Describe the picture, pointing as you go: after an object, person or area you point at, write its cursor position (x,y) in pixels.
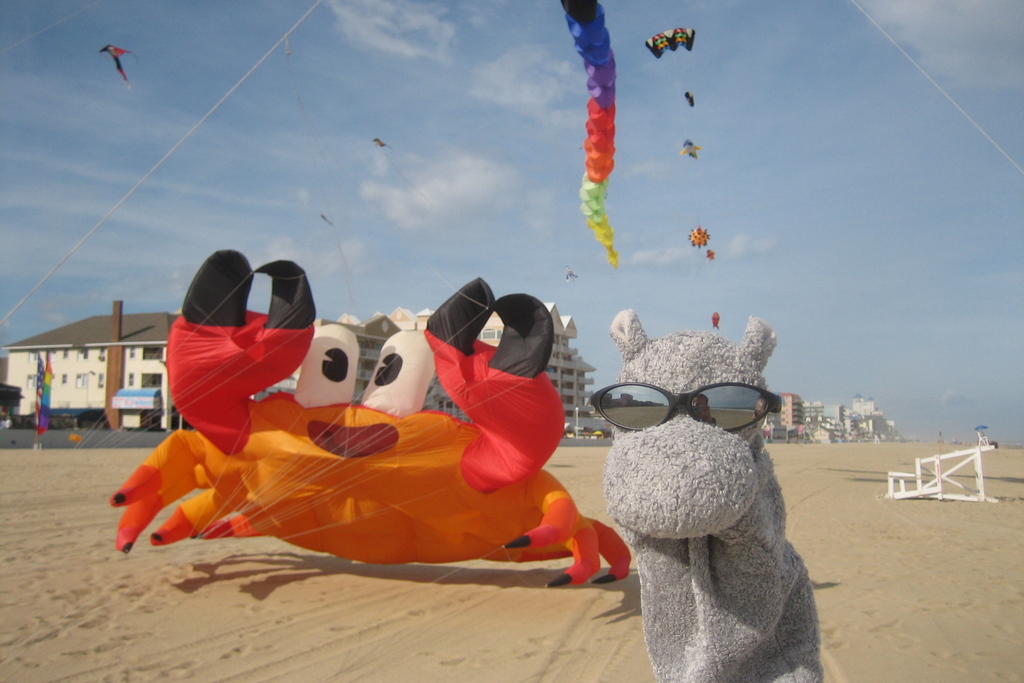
In this image I can see few objects (488,459) on the sand (927,533), behind them there are so many buildings (60,366).
